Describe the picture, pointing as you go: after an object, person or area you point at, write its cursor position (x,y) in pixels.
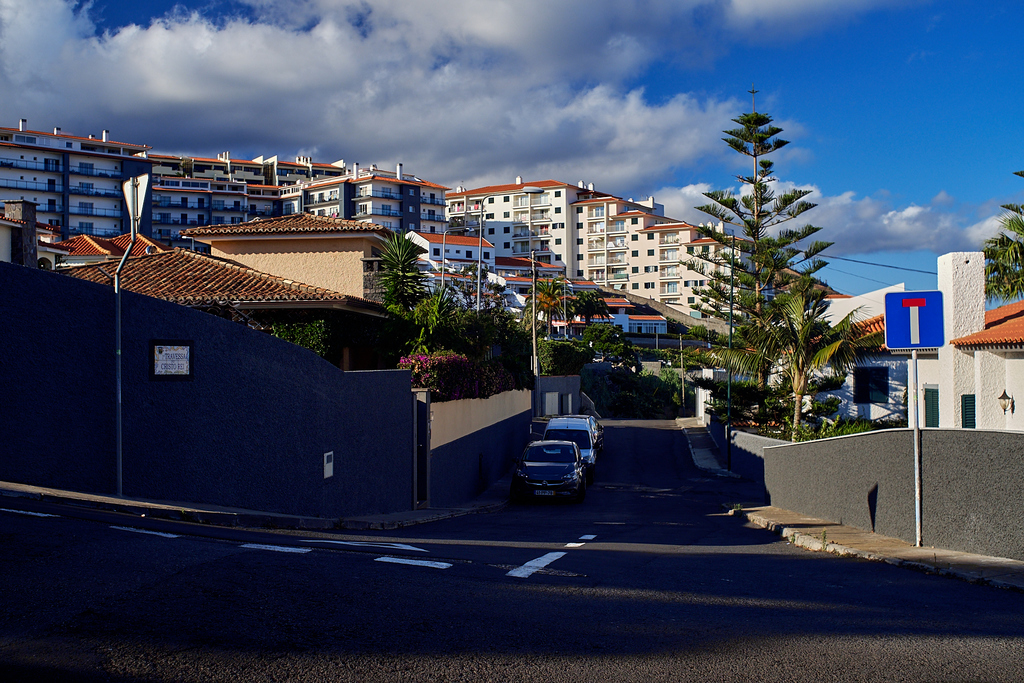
In this image we can see some buildings (591,286), trees (556,291), poles (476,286), vehicles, road (651,420) and other objects (858,447). At the top of the image (564,124) there is the sky (563,139). At the bottom of the image (623,629) there is the road (322,643).
